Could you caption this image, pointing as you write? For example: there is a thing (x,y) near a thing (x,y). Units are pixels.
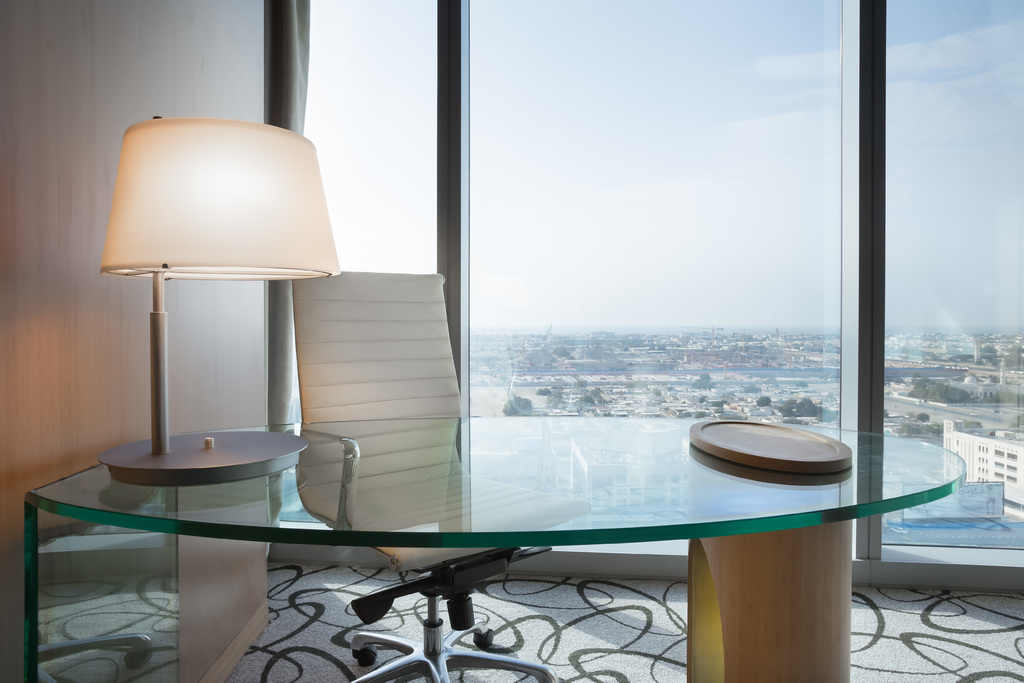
In this picture I can see a glass table (622,457), chair (385,379) and also I can see glass window (639,240).
